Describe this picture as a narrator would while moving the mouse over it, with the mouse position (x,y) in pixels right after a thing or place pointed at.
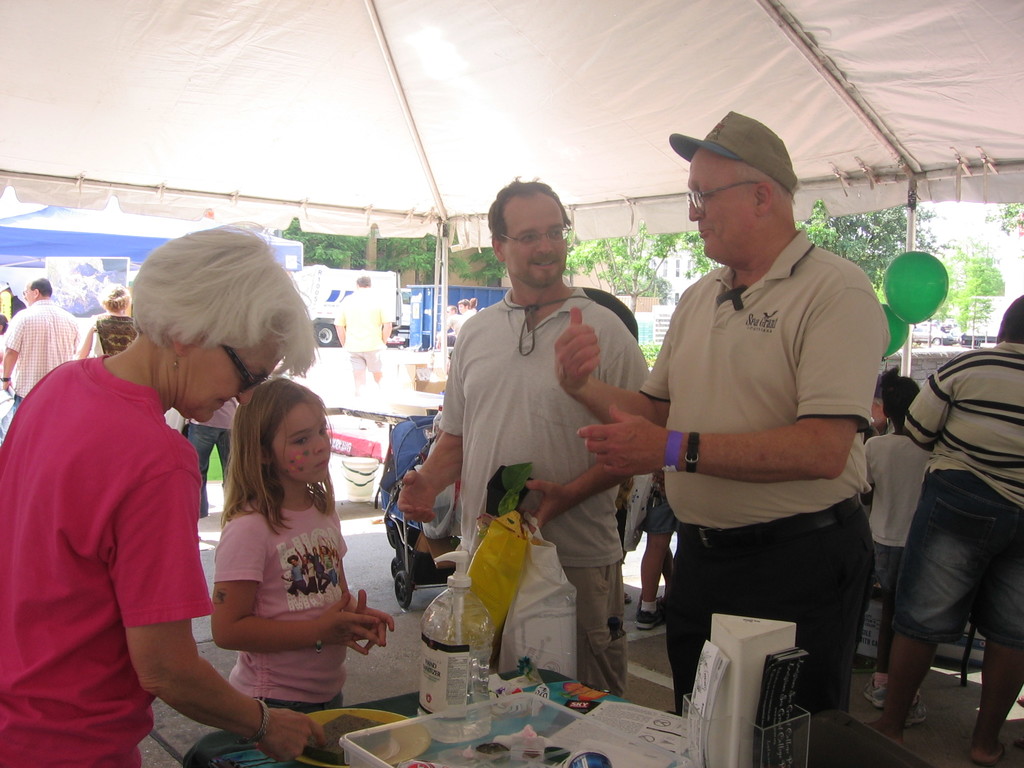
In the center of the image (442,414) we can see persons (949,387), table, bottles (421,630), balloon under tent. In the background (38,244) we can see tent (97,239), vehicles (395,281), persons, trees (649,259), buildings (672,281) and sky (933,229).
